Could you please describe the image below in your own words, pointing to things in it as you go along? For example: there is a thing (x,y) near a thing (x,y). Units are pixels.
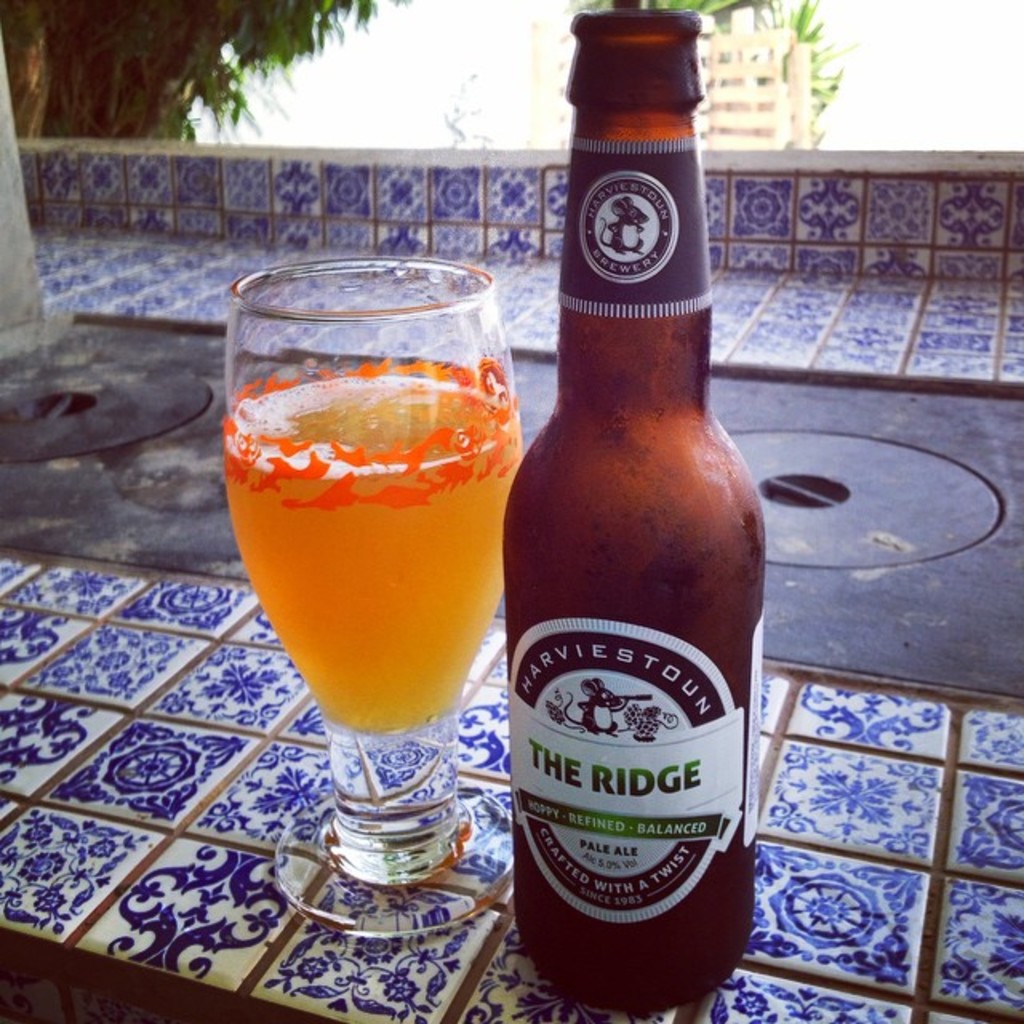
In this image I can see a glass bottle (690,575) and a glass (362,539). In the background (208,92), I can see a tree (247,56) and a building (744,117).
